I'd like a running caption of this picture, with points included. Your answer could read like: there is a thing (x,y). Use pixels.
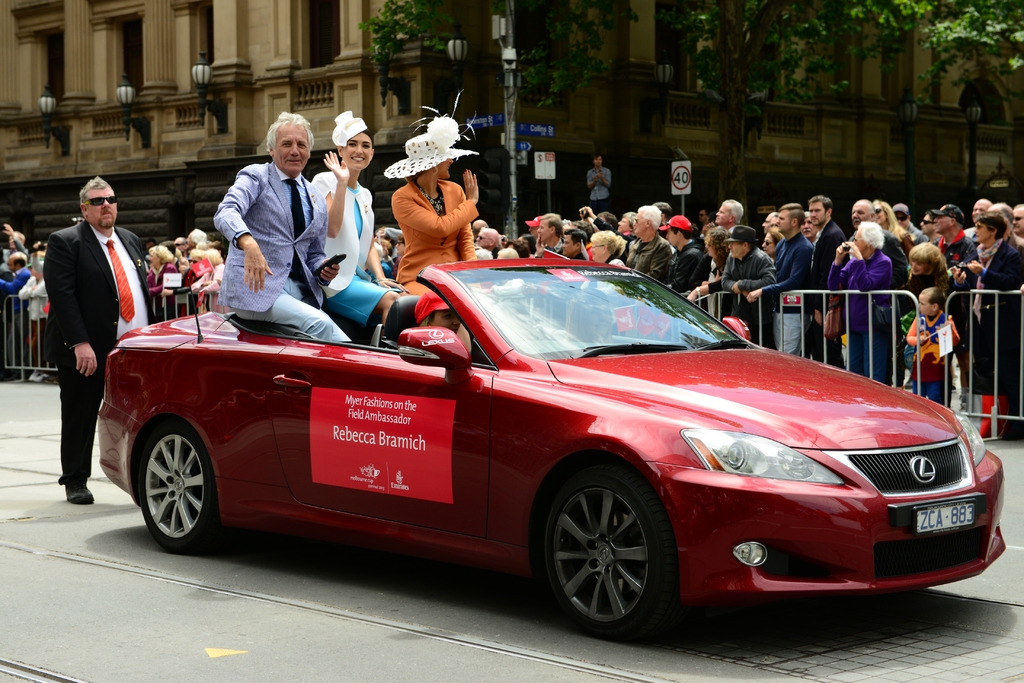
In this picture we can see few people (315,262) are moving in a car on the road (416,661), side we can see the fencing (754,303), so many people (782,246) are standing and watching, behind we can see building (106,160), trees (693,39).
